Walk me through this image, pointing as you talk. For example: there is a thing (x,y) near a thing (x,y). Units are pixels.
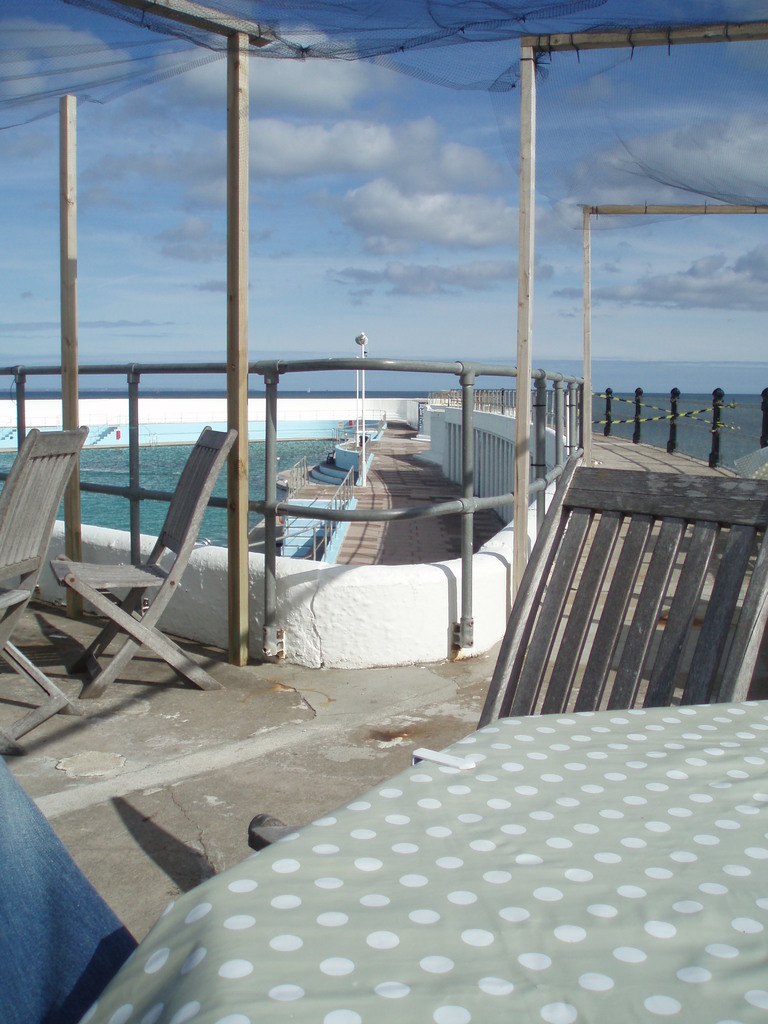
In this image we can see a wall (345,587) with fencing (271,523). Behind the wall (457,470) we can see the water (257,464). In front of the wall (439,437) we can see the wooden objects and the chairs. On the right side (673,401), we can see the barrier (638,399). At the bottom (551,783) we can see a cloth (454,816). At the top (565,278) we can see the sky (343,173).
